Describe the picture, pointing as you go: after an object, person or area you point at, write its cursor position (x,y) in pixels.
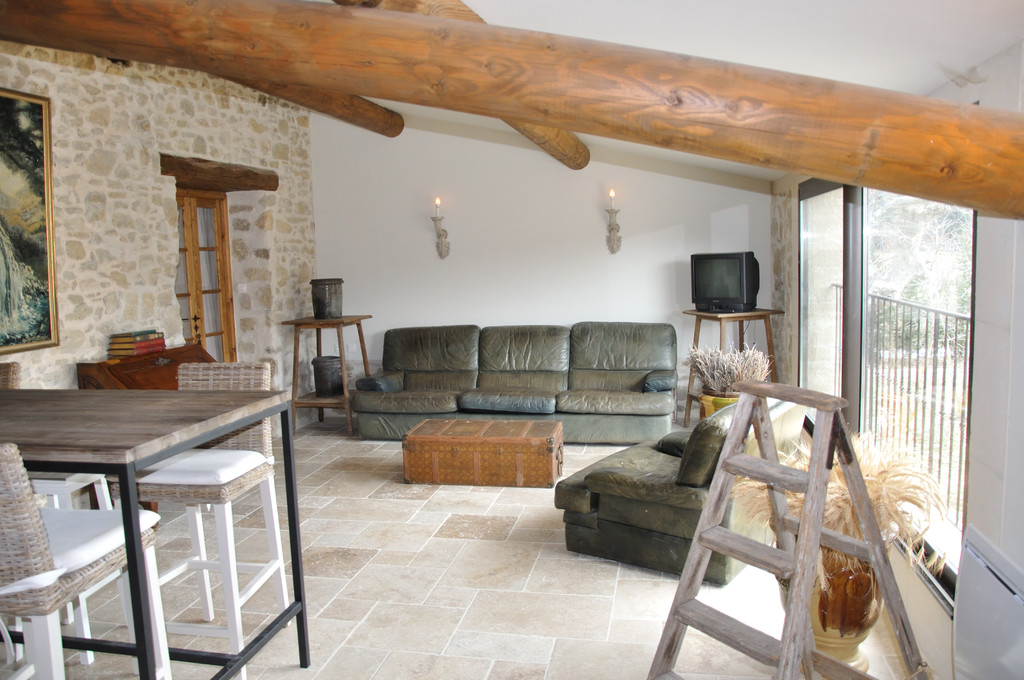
In this image i can see chairs (62,549) with a table (86,435) and a couch (495,415), in the left corner (141,136) i can see a wall (251,309) and a photo frame (48,159) attached to it. In the background (397,275) i can see a wall (454,263) and two candles (613,222) and a television (737,296).
